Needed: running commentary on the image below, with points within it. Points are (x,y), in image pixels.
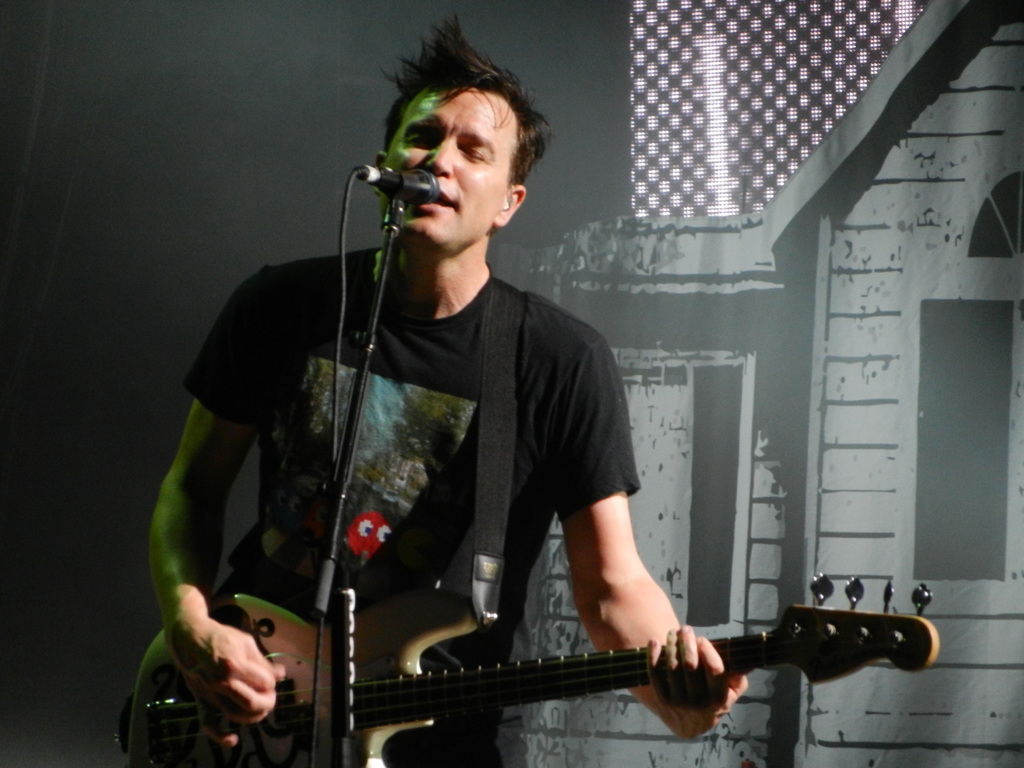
In the image in the center (516,477) we can see one person (521,460) standing and playing guitar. In front of him, there is a microphone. In the background (347,122) there is a curtain (241,64).
